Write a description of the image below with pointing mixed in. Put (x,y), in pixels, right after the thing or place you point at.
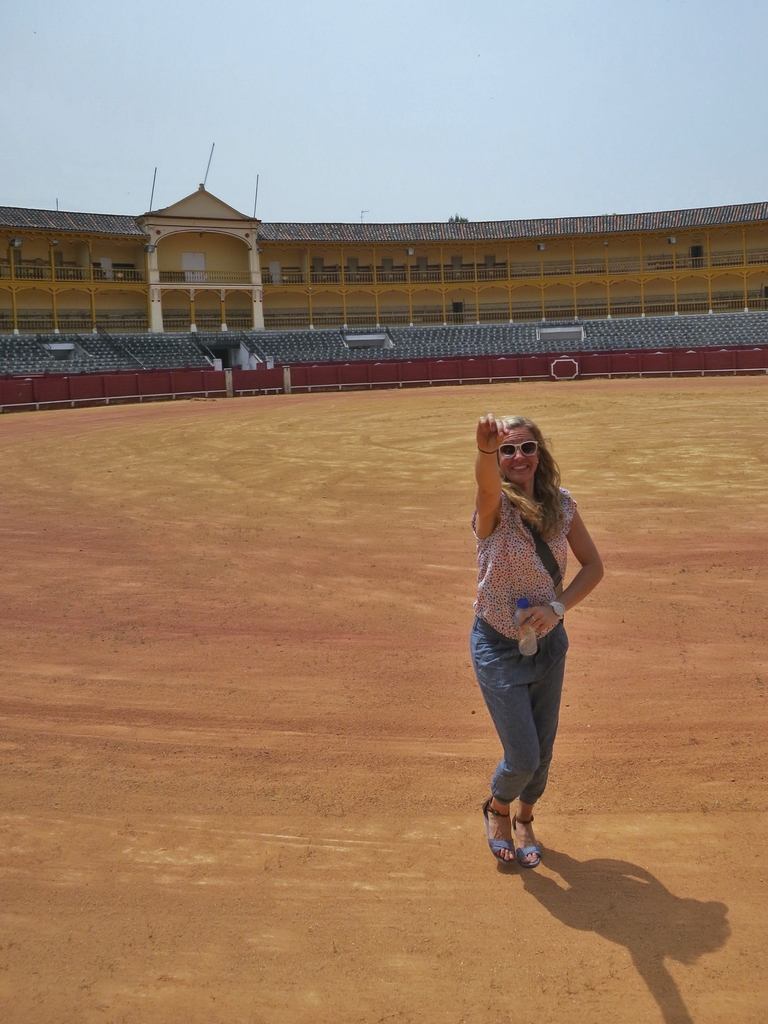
In this image, we can see a woman (522,813) standing in the stadium (685,407), we can see some chairs (580,346) and at the top (405,125) we can see the sky (491,46).
